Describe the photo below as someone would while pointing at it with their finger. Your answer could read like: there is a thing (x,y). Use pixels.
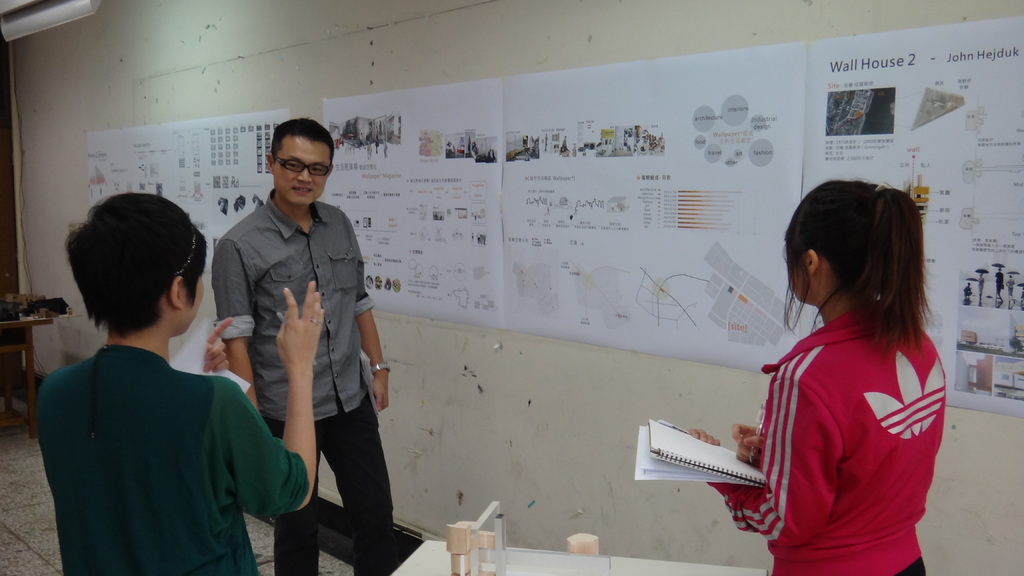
In this image I can see three persons (162,205) are standing and in the front (878,484) and I can see two of them are holding white colour things (198,334). In the background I can see few white colour papers (997,70) on the wall (28,132) and on it I can see something is written. On the bottom side of this image (606,575) I can see a table (659,565) and on it I can see few stuffs (496,554). On the top left corner of this image (90,4) I can see an object (1,15) and I can also see one more table (12,323) on the left side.
